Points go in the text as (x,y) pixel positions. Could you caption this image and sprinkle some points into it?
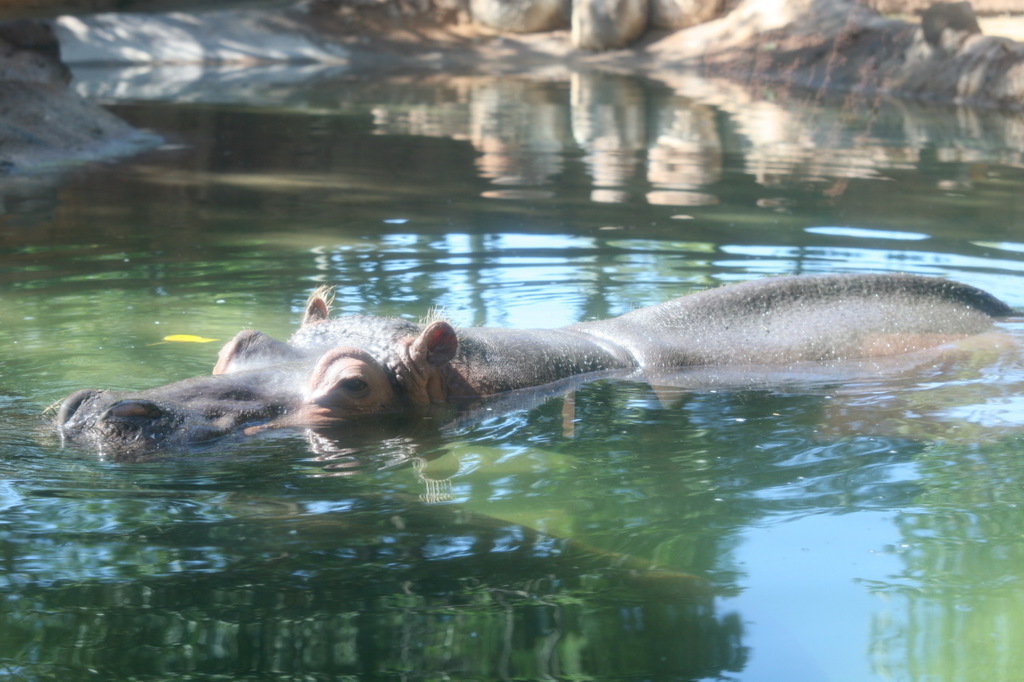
In this image we can see a hippopotamus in the water (529,471). On the backside (675,59) we can see some stones (659,53).
